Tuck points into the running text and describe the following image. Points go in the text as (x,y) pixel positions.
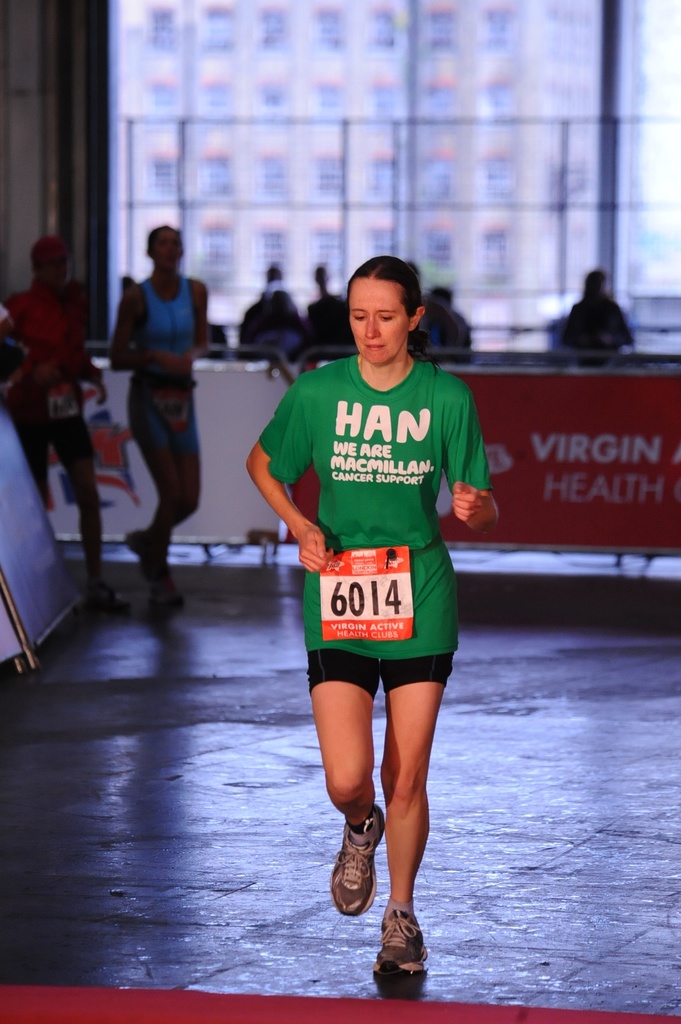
This image is taken indoors. At the bottom of the image (162,834) there is a floor (475,809). In the middle of the image (356,442) a woman (395,702) is running on the floor (449,844). On the left side of the image (140,301) two people (162,552) are running on the floor (42,643) and there is a board (26,584). In the background (279,316) there are a few people (436,327) standing on the floor (56,648) and there is a board (534,461) with text (607,441) on it. There is a window (370,129) and through we can see a building (374,114).
